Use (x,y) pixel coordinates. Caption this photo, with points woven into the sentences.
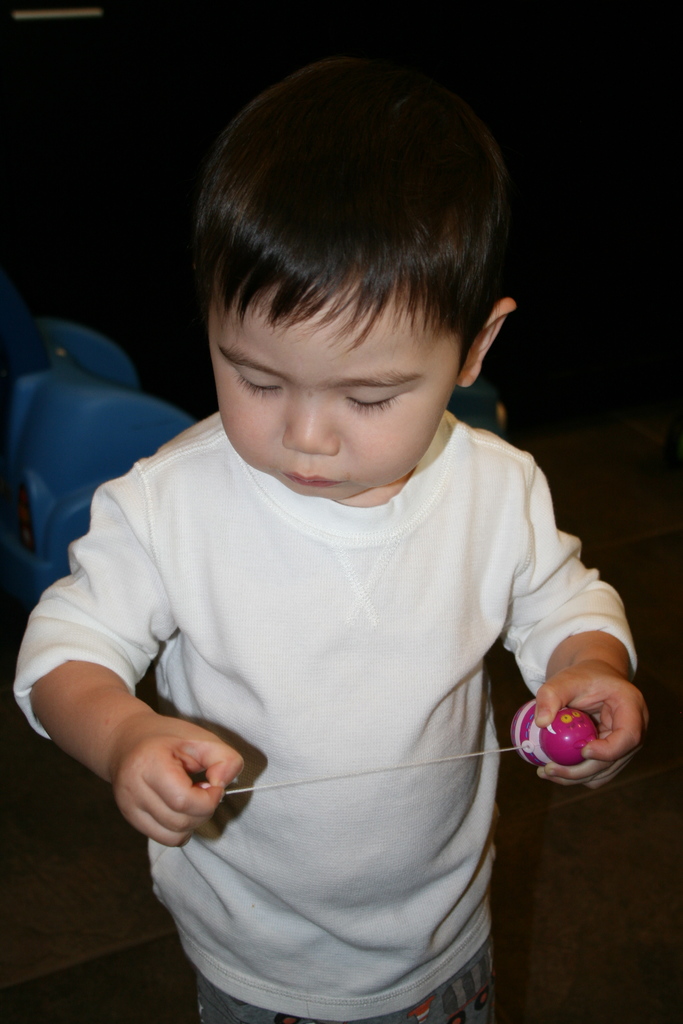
In this image I can see the person (356,642) with the cream color t-shirt (309,670). To the left (67,462) I can see the blue color object (52,419). And there is a black background (416,11).
